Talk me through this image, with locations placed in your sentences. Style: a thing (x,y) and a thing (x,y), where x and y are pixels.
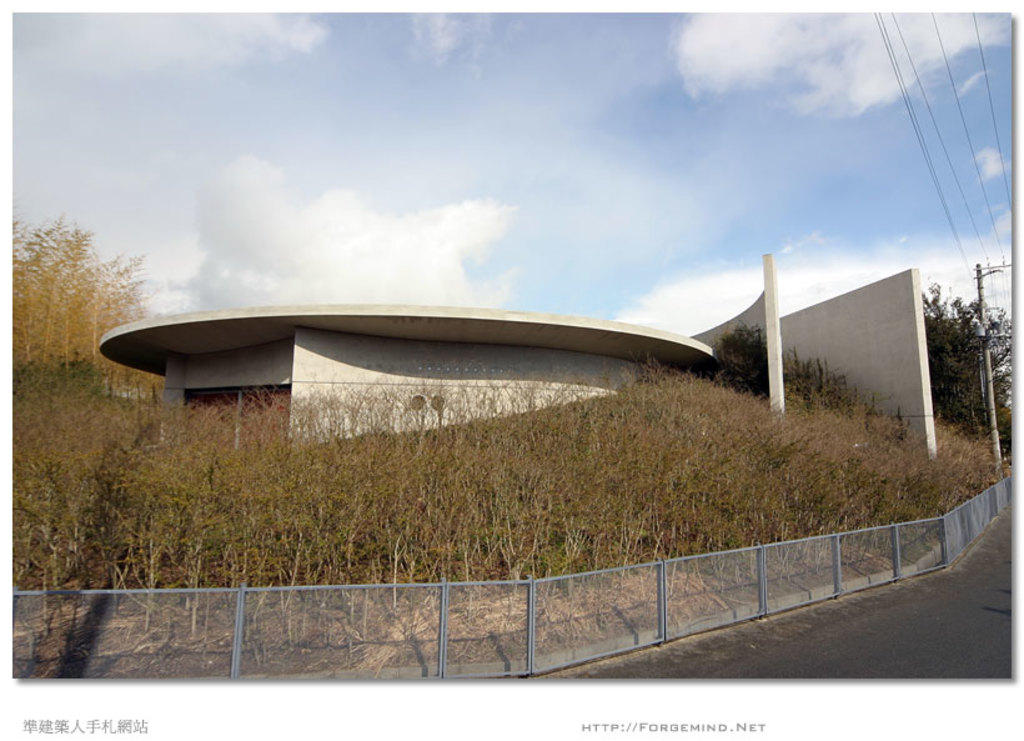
At the top of the image (479,148) there is sky (590,169). To the right side of the image (984,274) there is electric pole (988,335) and wires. There are trees (951,368). There is a fencing (548,584). There is road (891,628). In the center of the image (409,421) there is a house (215,385). There are dry plants (425,484).
